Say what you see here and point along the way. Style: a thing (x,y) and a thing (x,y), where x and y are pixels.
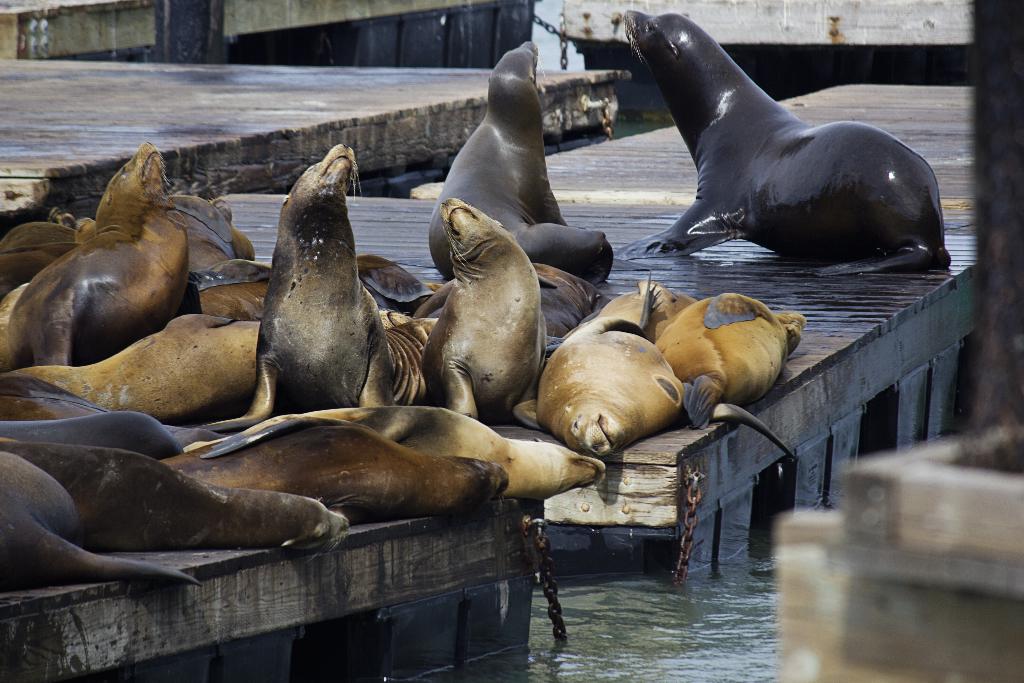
In this image there are so many sea lions (287,487) sitting on the bridge (932,283), which is on water (705,606).
